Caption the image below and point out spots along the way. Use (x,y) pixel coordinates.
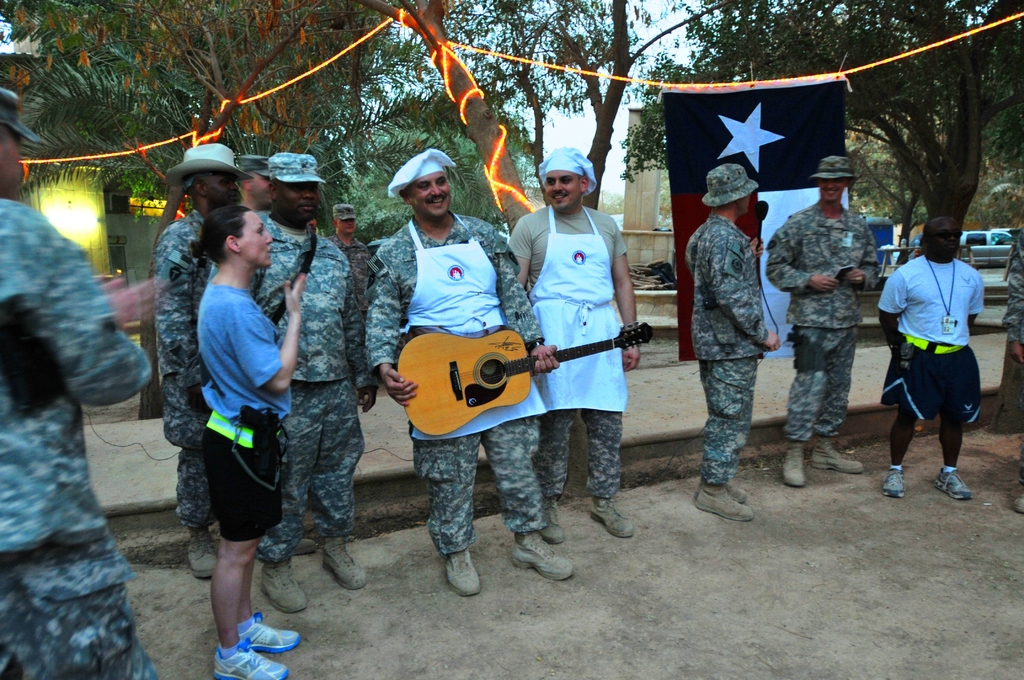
There are people (348,419) standing and this man (470,320) holding a guitar (491,390). In the background (709,130) we can see flag (698,129), trees (308,55), lights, vehicles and sky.
